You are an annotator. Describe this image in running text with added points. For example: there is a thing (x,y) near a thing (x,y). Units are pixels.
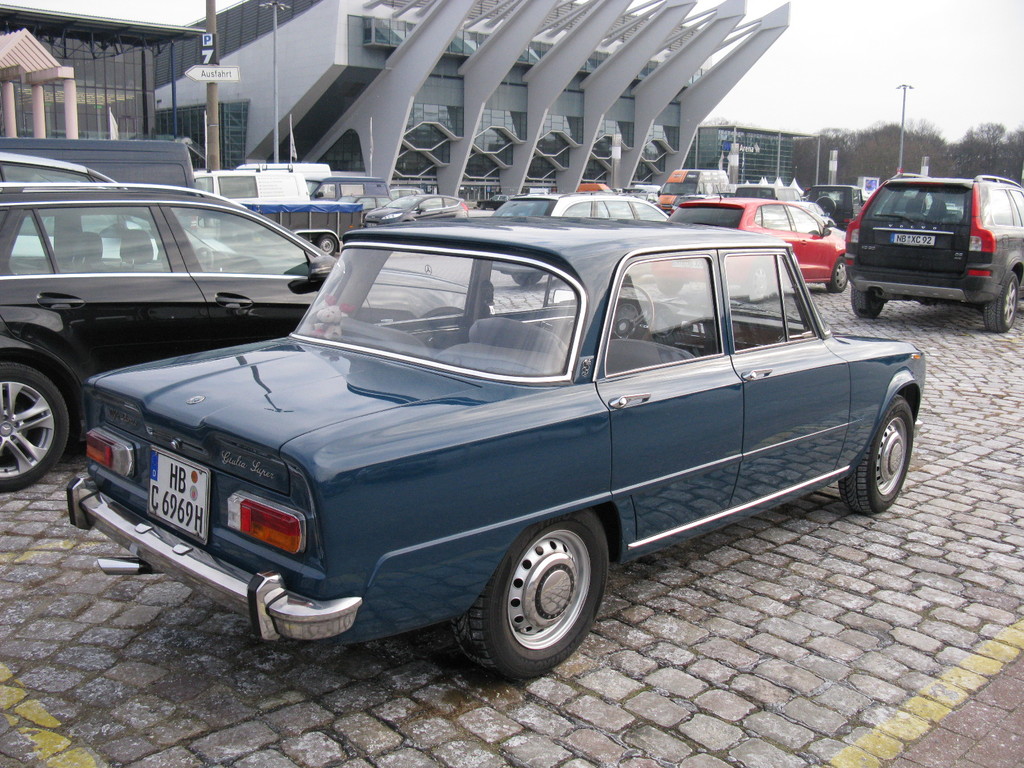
In this image there are so many cars (518,357) parked on the floor (822,309) one beside the other in the rows. In the background (605,179) there is a building (450,78). At the top (803,49) there is the sky (839,59). On the right side (913,142) top there are trees (942,151). There is a pole (216,106) in front of the building (484,129).
